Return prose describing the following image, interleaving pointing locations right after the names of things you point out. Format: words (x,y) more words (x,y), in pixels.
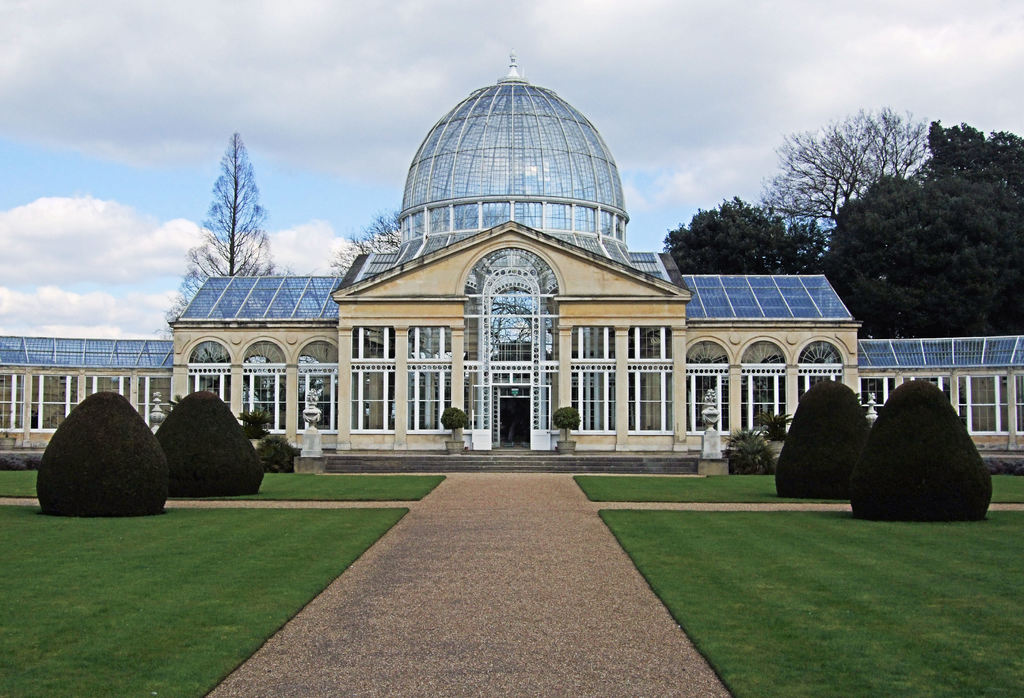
In this given image, We can see a building (259,304) which is build with multiple windows (527,378) and here we can see a door (516,419) from which, We can get access to go inside and behind the building (548,386), We can see couple of trees (744,210) towards right (728,207) and left two trees (254,191), In front of the building (497,415), We can see a road (442,516) and at the right side (905,637) bottom, We can see a garden (905,546), a designed trees (899,456) towards left corner (193,470), We can see a garden (129,533) two designed trees (188,463) and a stairs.
